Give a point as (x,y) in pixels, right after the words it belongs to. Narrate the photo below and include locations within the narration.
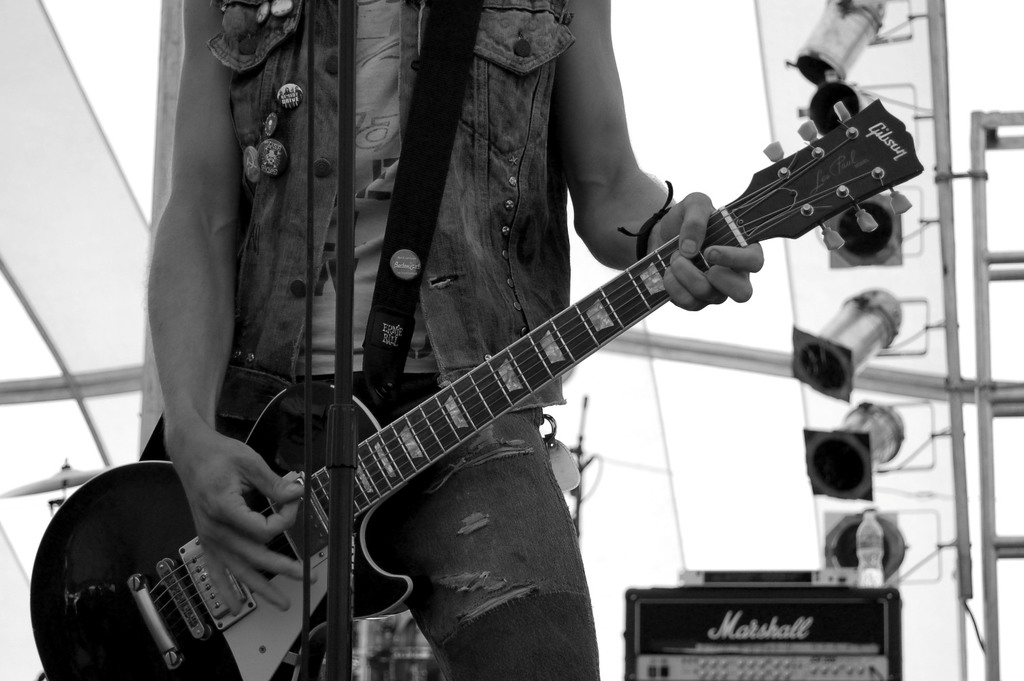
In this image we can see a person (377,280) wearing jacket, torn jeans (549,487) playing guitar (109,469), in the foreground of the image (307,558) there is microphone (349,526) and in the background of the image (641,642) there is sound box (641,642), there are some lights (812,348) and white tent (122,355).
